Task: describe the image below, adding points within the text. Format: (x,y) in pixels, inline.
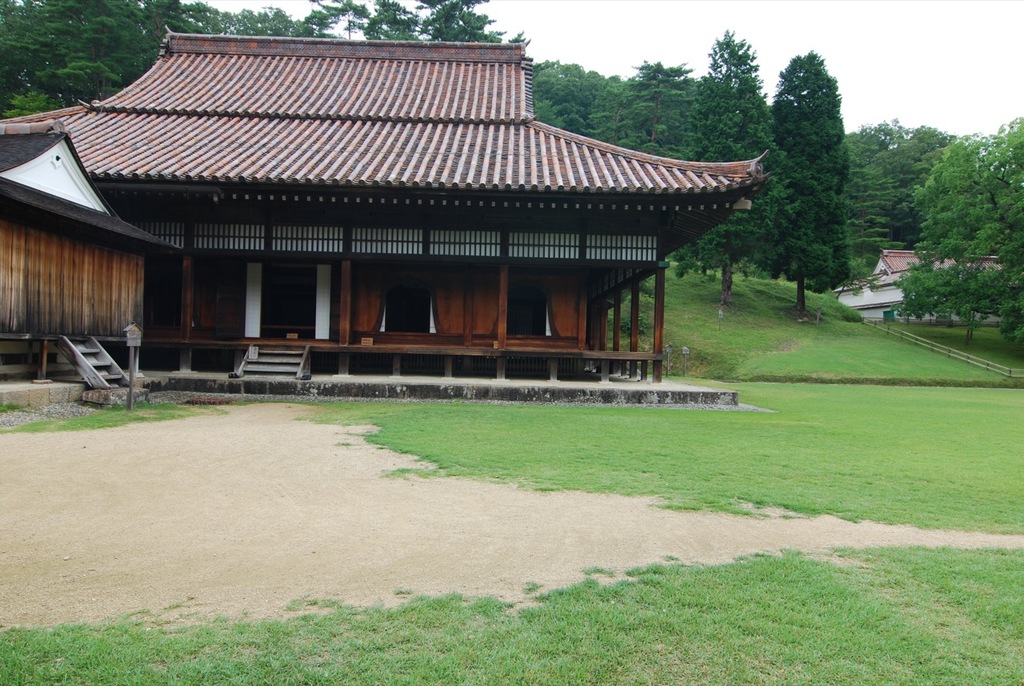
In this image we can see houses (312,343), stairs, there are trees (966,315), grass (958,345), fencing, also we can see the sky (838,57).
